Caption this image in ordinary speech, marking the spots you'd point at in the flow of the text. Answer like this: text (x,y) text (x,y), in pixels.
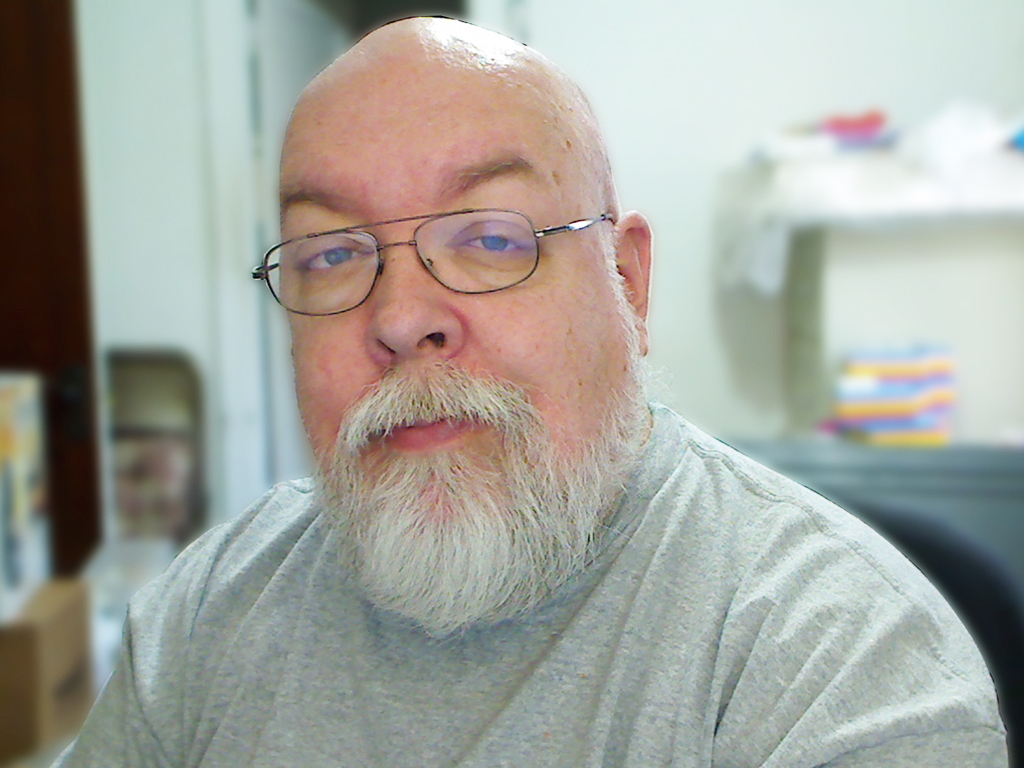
In this image there is a person (415,275) sitting, there is a person (414,270) wearing spectacles (386,244), there are objects (85,577) truncated towards the left of the image (47,419), there is a chair (182,412), there is a door (261,145), there are objects (868,204) truncated towards the right of the image (955,304), there is a wall (702,157) behind the person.
